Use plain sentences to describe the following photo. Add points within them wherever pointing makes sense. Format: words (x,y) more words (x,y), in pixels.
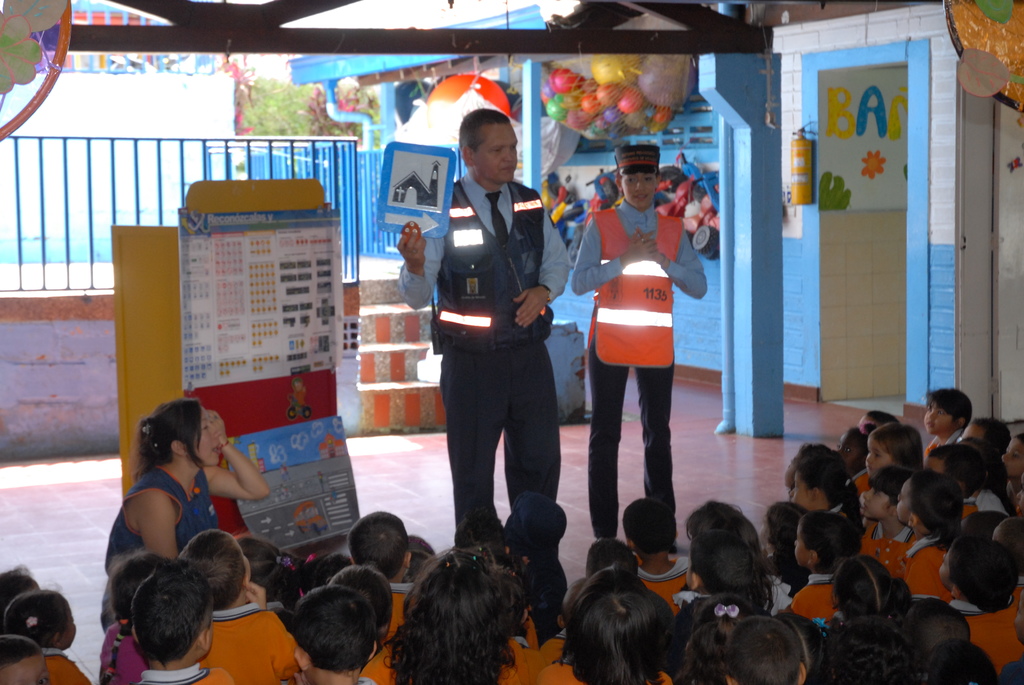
In this image we can see some group of kids (744,541) sitting on the floor (761,496) and paying attention to the policemen (495,344) who are explaining something and at the background of the image (203,143) there is fencing (319,160), wall (226,82) and some toys (593,113).
